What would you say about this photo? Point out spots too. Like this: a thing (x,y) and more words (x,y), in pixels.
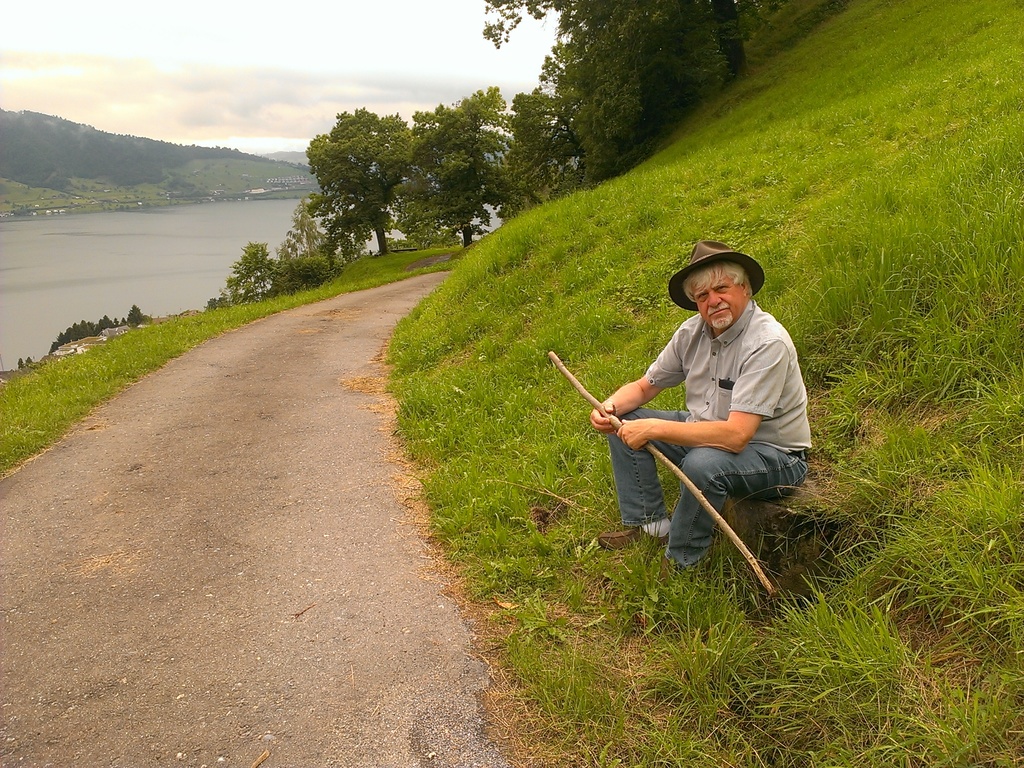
In this picture we can see a person (623,529), he is holding a stick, in front of him we can see the road (359,514) and in the background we can see grass (406,426), water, trees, sky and some objects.
